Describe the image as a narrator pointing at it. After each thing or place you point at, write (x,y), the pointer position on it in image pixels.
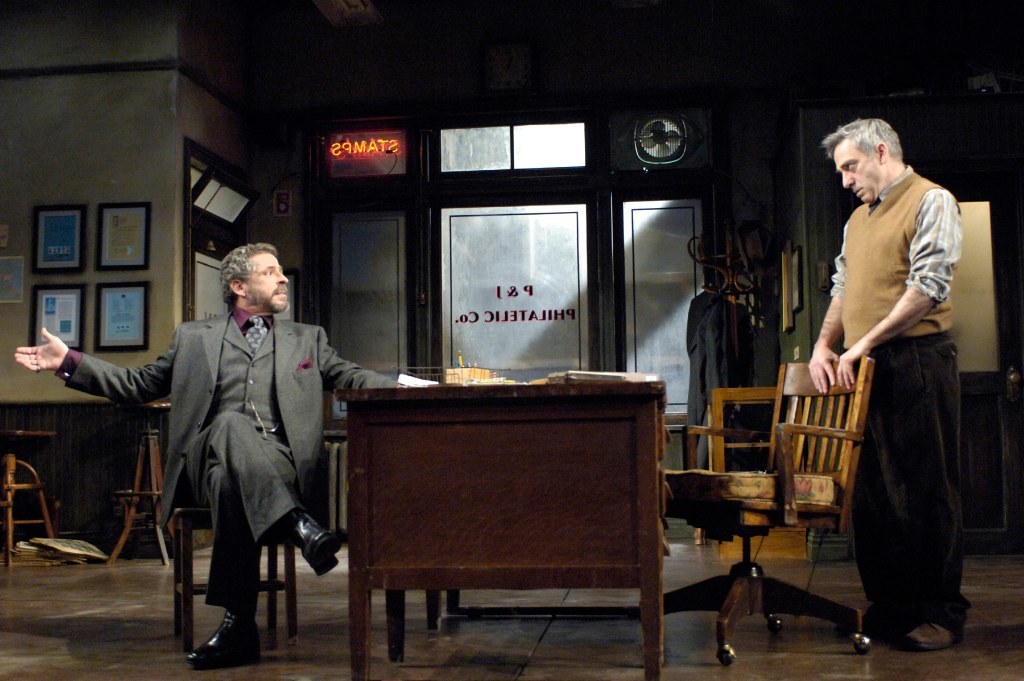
In this image we can see this person (298,379) wearing blazer (290,425) is sitting on the chair (295,630) and this person (900,373) is standing near the chair (770,599). Here we can see the table (528,475) on which we can see some objects (591,379) are kept. In the background (75,256), we can see photo frames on the wall (58,389), we can see a stand (697,371), board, glass doors (584,305) and the ventilator fan (651,151). This part of the image is dark.
